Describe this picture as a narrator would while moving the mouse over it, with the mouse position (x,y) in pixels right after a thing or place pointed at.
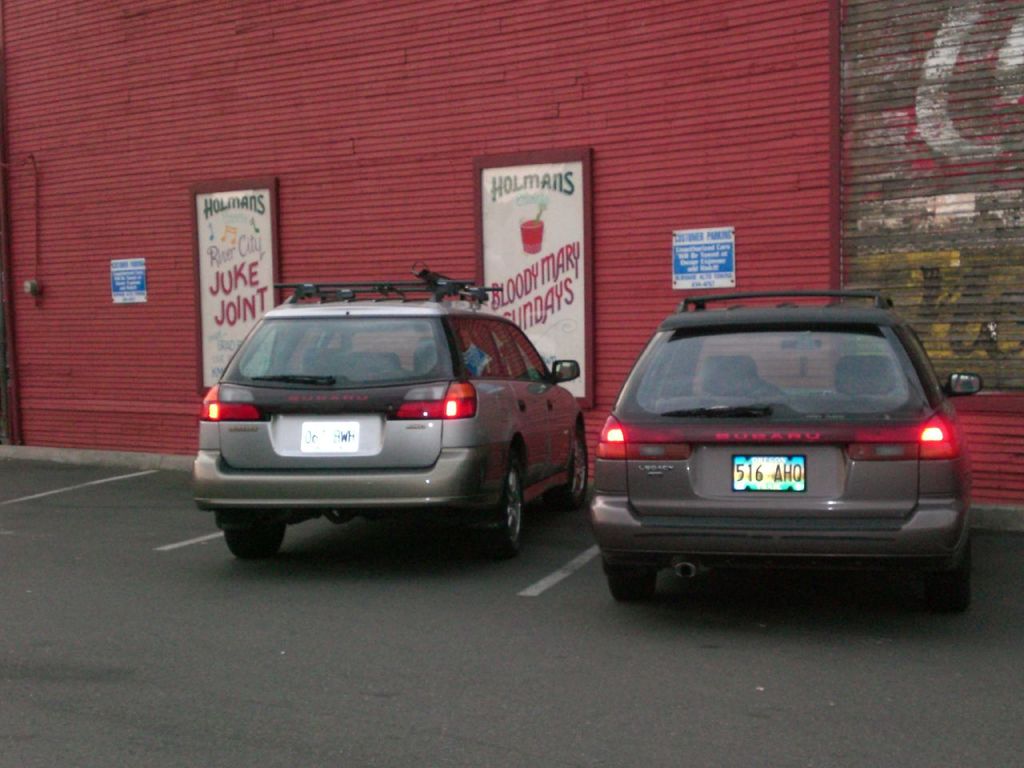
In the center of the image (402,406) we can see two cars (478,451) on the road (582,562). In the background (909,73) there is a wall (698,197) and we can see boards (537,340) on the wall (622,355).
